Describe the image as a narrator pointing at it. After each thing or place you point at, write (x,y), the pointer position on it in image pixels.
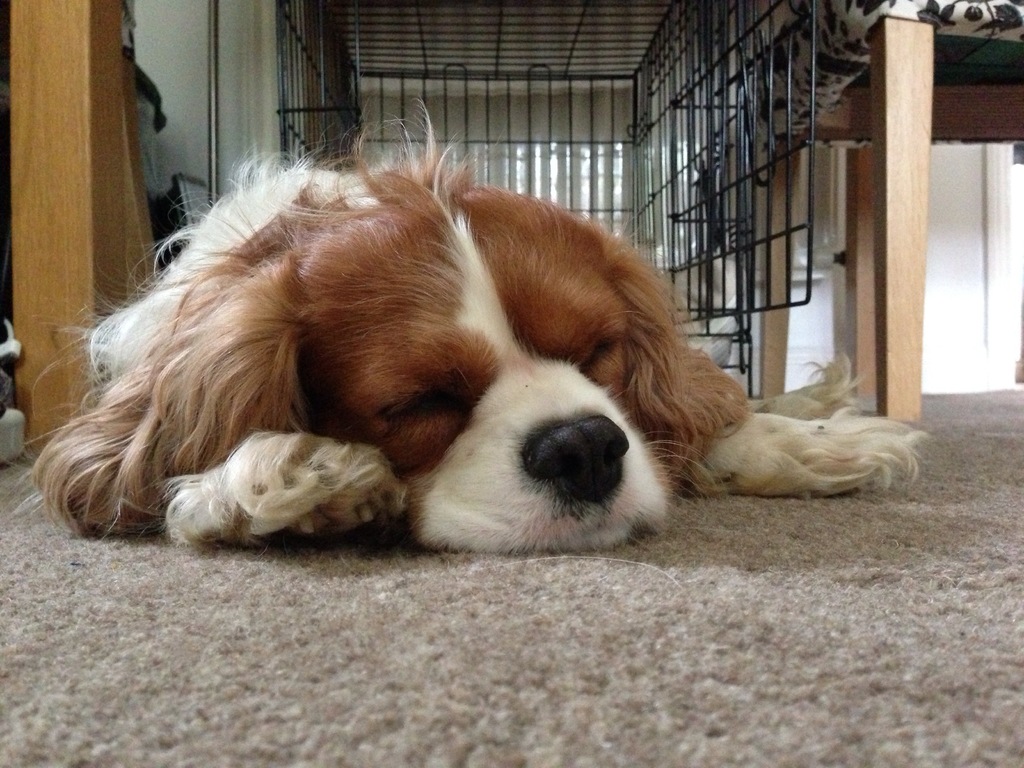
In this picture we can see a dog (478,478) laying on the mat (455,605) and we can see cot (1003,10), wooden objects (37,169), rod (216,94), objects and wall (255,68). In the background of the image (606,42) we can see grilles (591,48).
